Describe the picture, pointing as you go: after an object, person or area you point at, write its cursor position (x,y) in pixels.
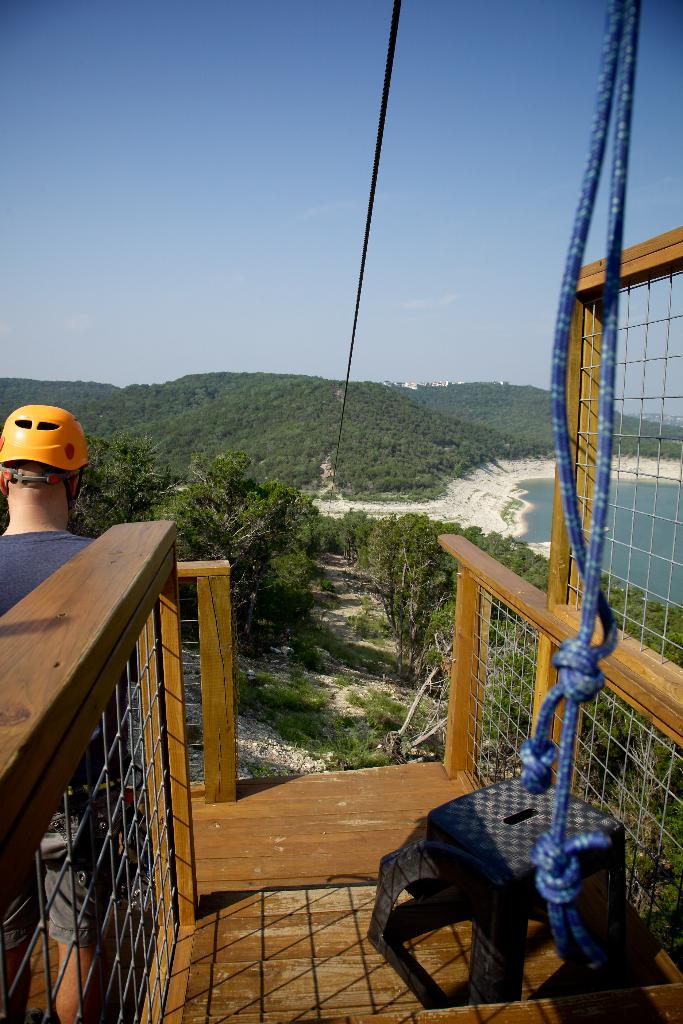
In this picture we can see a man (55,515) is standing on the wooden floor (312,1003) and on the right side of the man (45,548) there is a rope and a fence (134,707). In front of the man (59,531) there is a cable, trees (245,482), hills (417,444), water (623,521) and a sky (290,202).
